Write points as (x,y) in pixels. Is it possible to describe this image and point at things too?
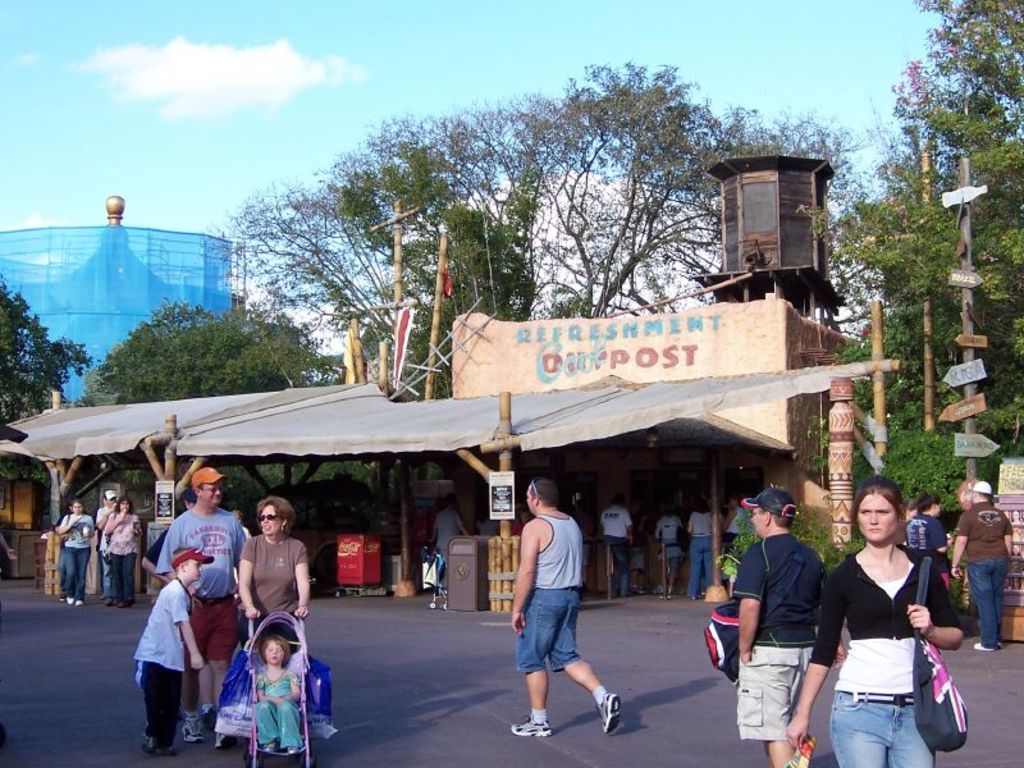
Few people (844,605) walking and few people (204,643) standing and we can see a girl (284,643) sitting in a stroller (294,633). We can see boards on pole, wooden poles (399,272) and shed (582,379). In the background (901,376) we can see trees (460,304) and sky (434,5).
